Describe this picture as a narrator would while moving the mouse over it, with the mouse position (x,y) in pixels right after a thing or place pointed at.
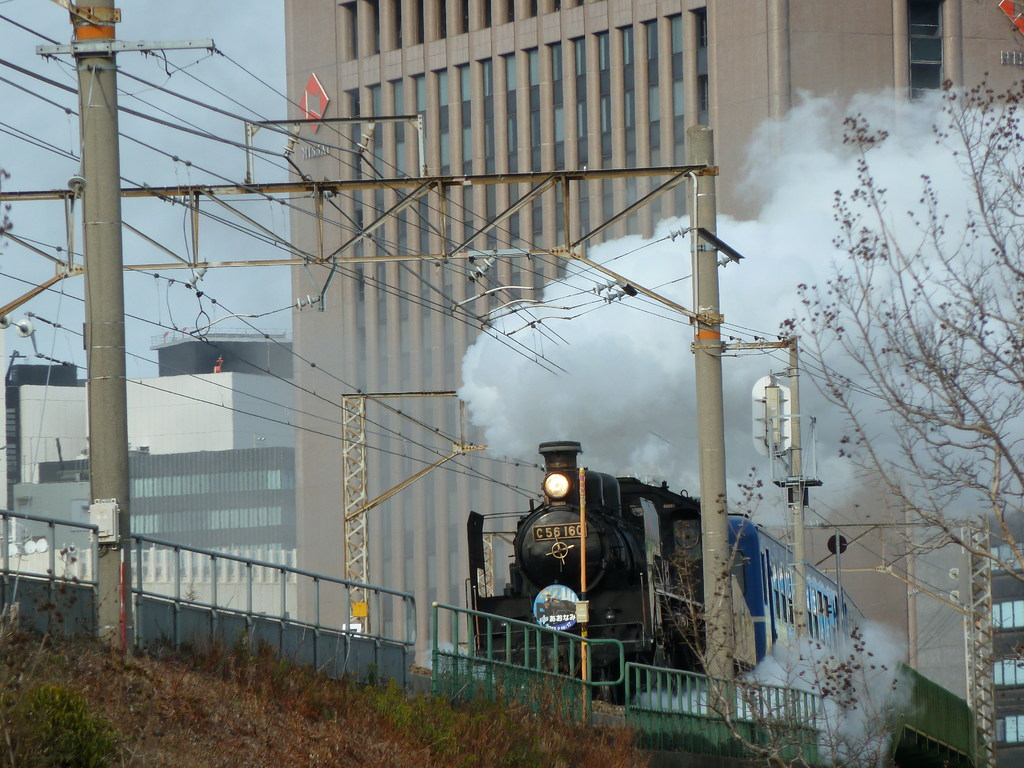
In this picture we can see a train (600,513), smoke (612,442), buildings (459,290), fence (234,627), poles (294,261), trees (842,680) and in the background (237,206) we can see the sky (150,225).
